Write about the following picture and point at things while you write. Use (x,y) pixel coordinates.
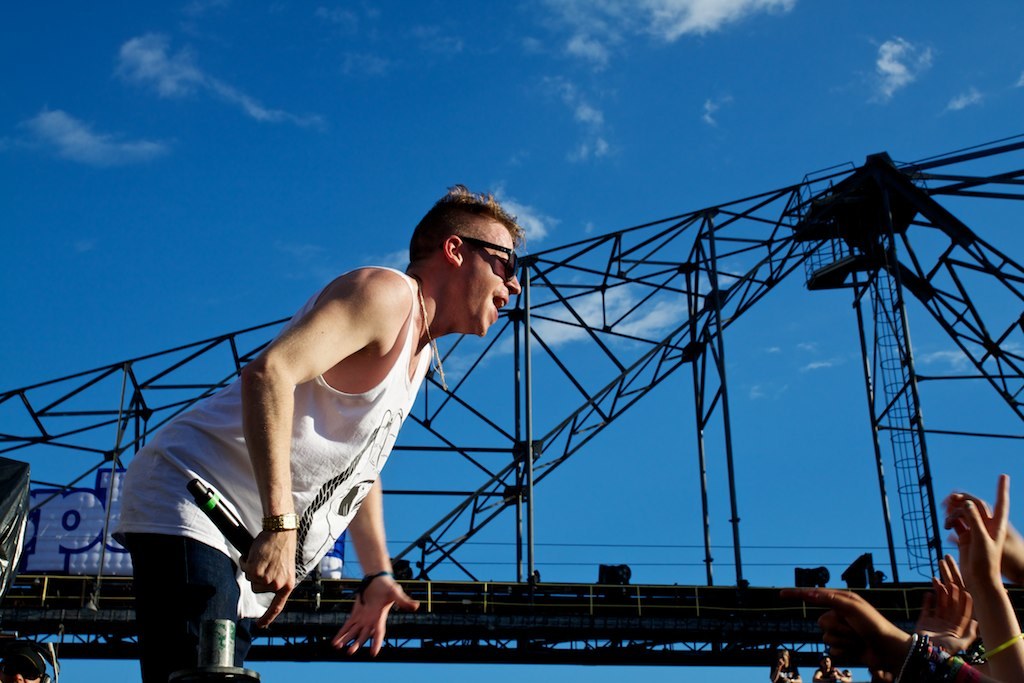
In the center of the image (358,284) we can see man (246,454) holding mic (229,519). At the bottom right corner (842,648) we can see persons hands (901,649). In the background (900,625) we can see bridge (313,572), sky (338,194) and clouds (697,20).
